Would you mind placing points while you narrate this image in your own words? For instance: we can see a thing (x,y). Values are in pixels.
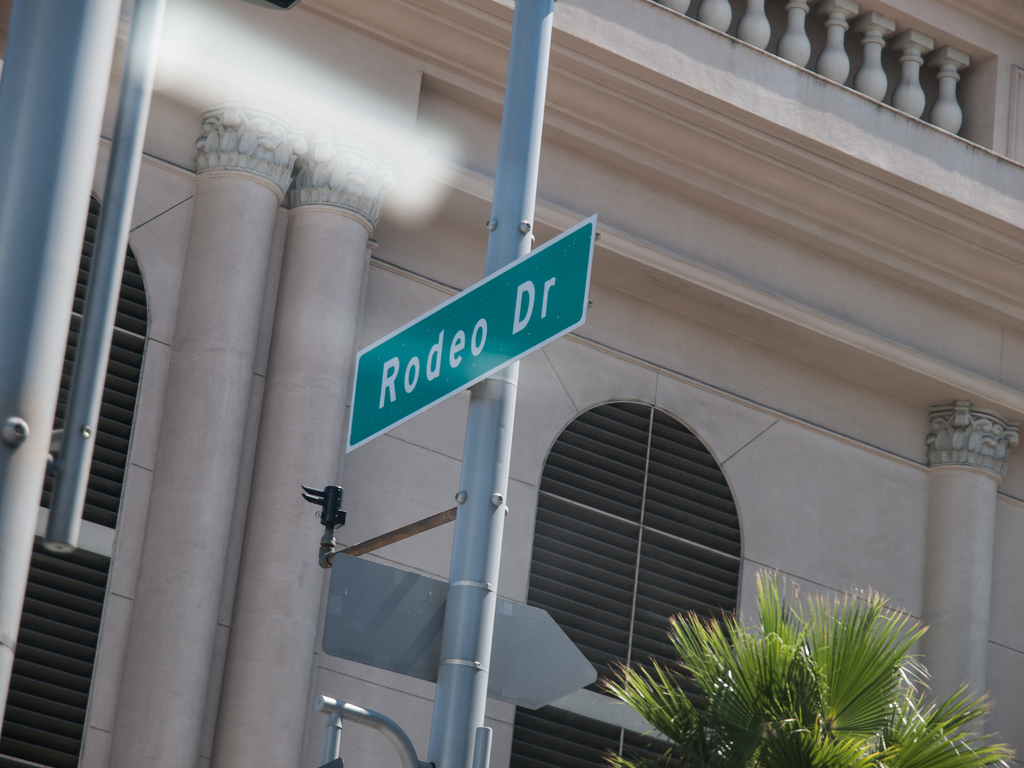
This picture is clicked outside. In the foreground (848,671) we can see the tree (754,640) and a green color board (480,316) attached to the pole (458,690) on which we can see the text (429,364) is printed. In the center (401,470) we can see the building (831,170) and the pillars (294,369) and a window (689,537) of the building (762,445) and we can see the window blind (637,465) and some other objects (96,76).
